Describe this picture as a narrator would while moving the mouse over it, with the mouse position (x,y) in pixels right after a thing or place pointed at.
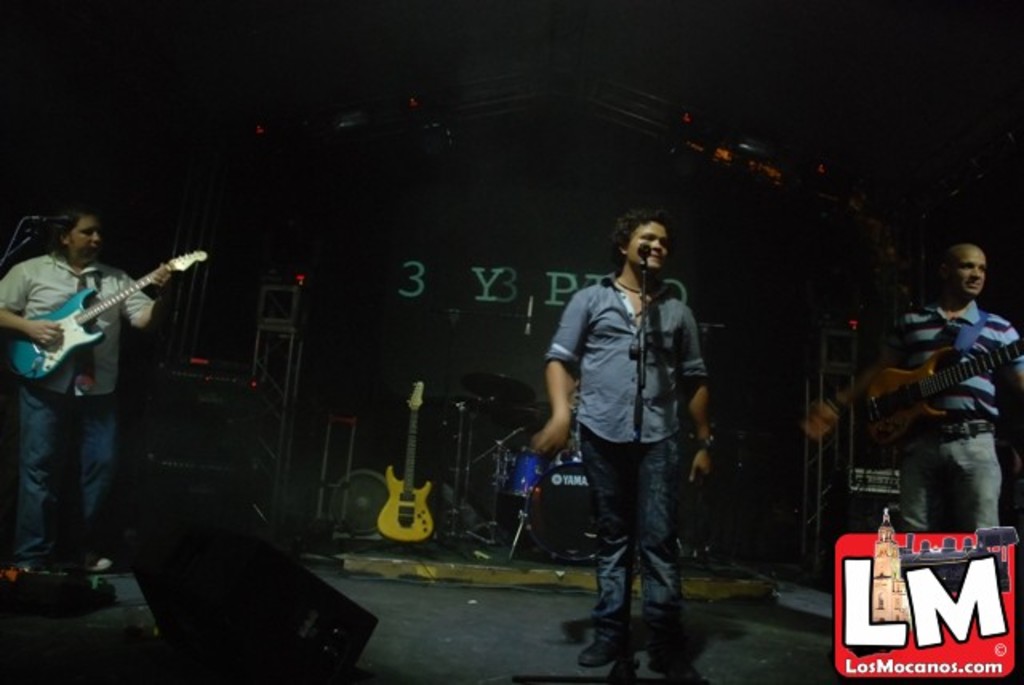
Here we can see a three persons (36,271) are performing on a stage (25,634). They are playing a guitar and singing on a microphone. In the background (535,467) we can see a snare drum arrangement (470,417) and a roof (672,106) with lighting arrangement (442,148).
